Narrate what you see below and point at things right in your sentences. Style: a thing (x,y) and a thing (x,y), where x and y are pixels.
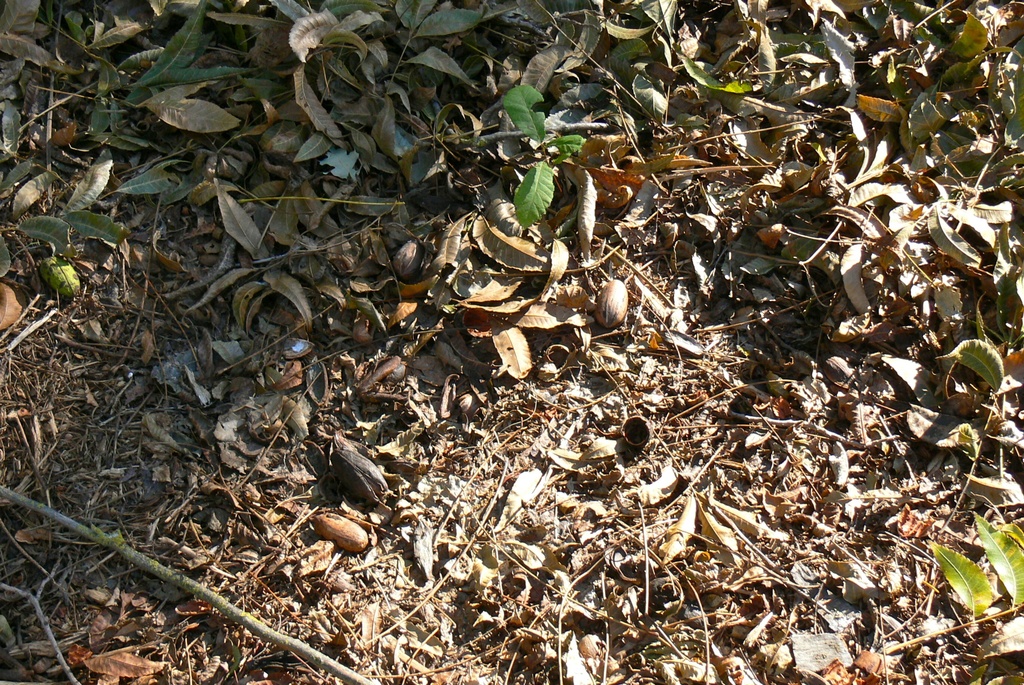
In this picture we can see the leaves (959,251), twigs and objects (606,308) on the ground (290,556).
